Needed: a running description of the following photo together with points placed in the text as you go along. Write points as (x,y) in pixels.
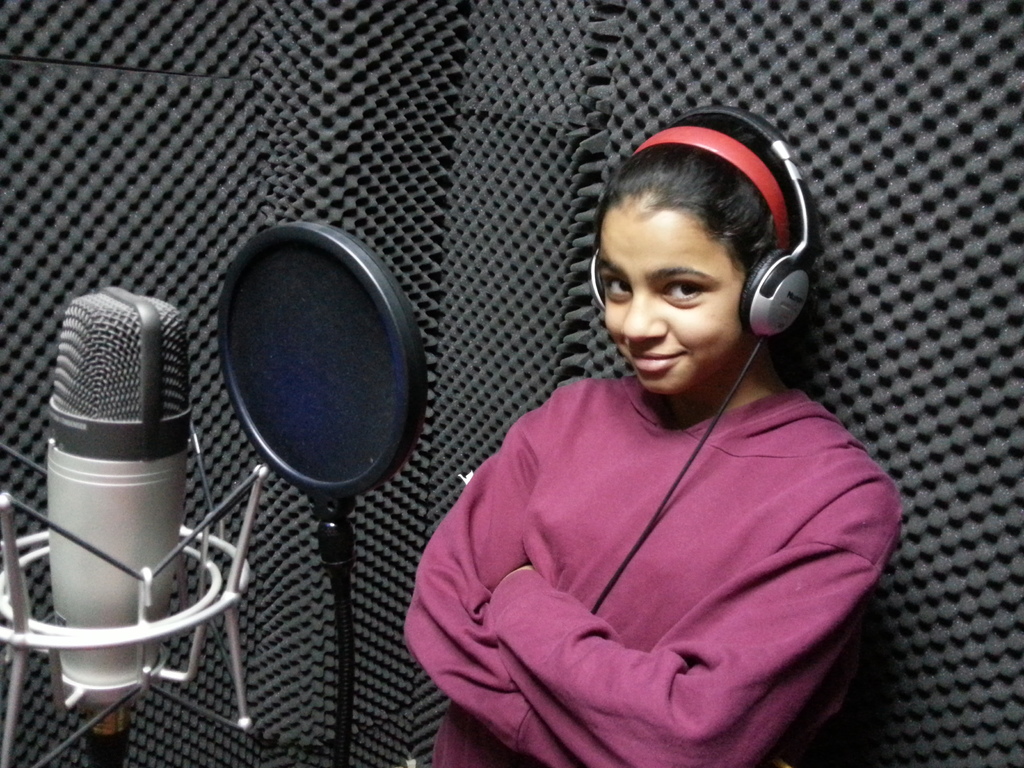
Here I can see a woman (647,306) wearing t-shirt (589,503), headset (783,296), smiling and looking at the picture. On the left side (179,407) there is a recording microphone (138,582). In the background (355,156) there is a black surface (438,118).
